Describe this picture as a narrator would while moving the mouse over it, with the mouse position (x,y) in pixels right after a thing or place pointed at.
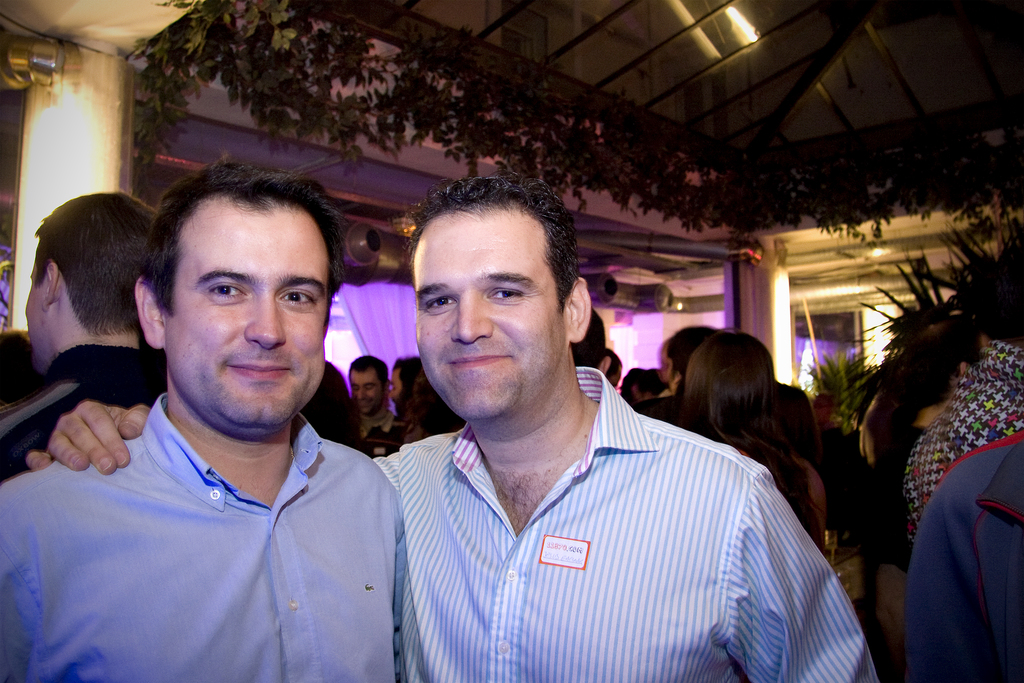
In this image we can see two men (260,499). In the background (330,419) there are few persons (611,356), lights (38,78), pillars (86,70), curtains (360,347), plants (410,88), glass roof (625,58), poles (730,250) and other objects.
